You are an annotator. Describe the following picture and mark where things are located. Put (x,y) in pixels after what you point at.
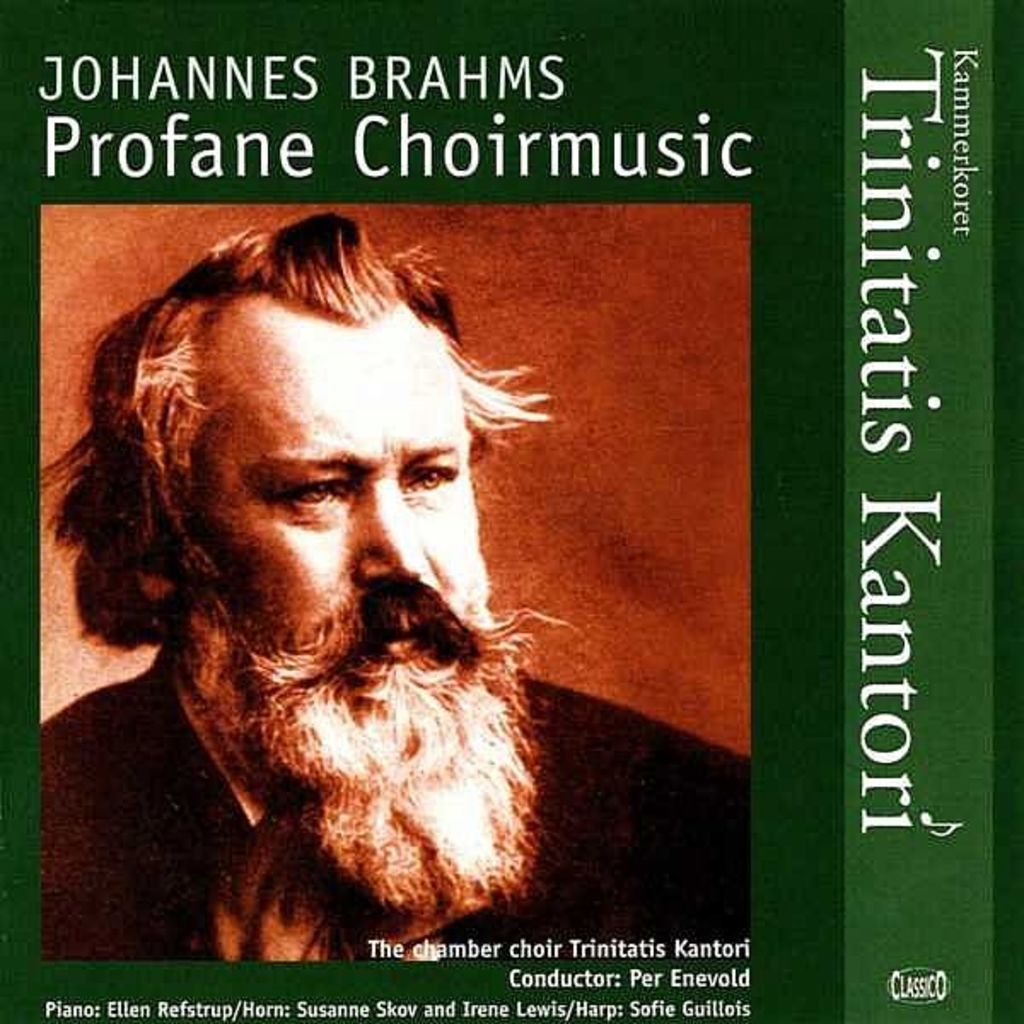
In this image in the center (663,413) there is one poster (274,551), and on the poster (371,576) there is one person (298,428) and there is some text (271,1015).
